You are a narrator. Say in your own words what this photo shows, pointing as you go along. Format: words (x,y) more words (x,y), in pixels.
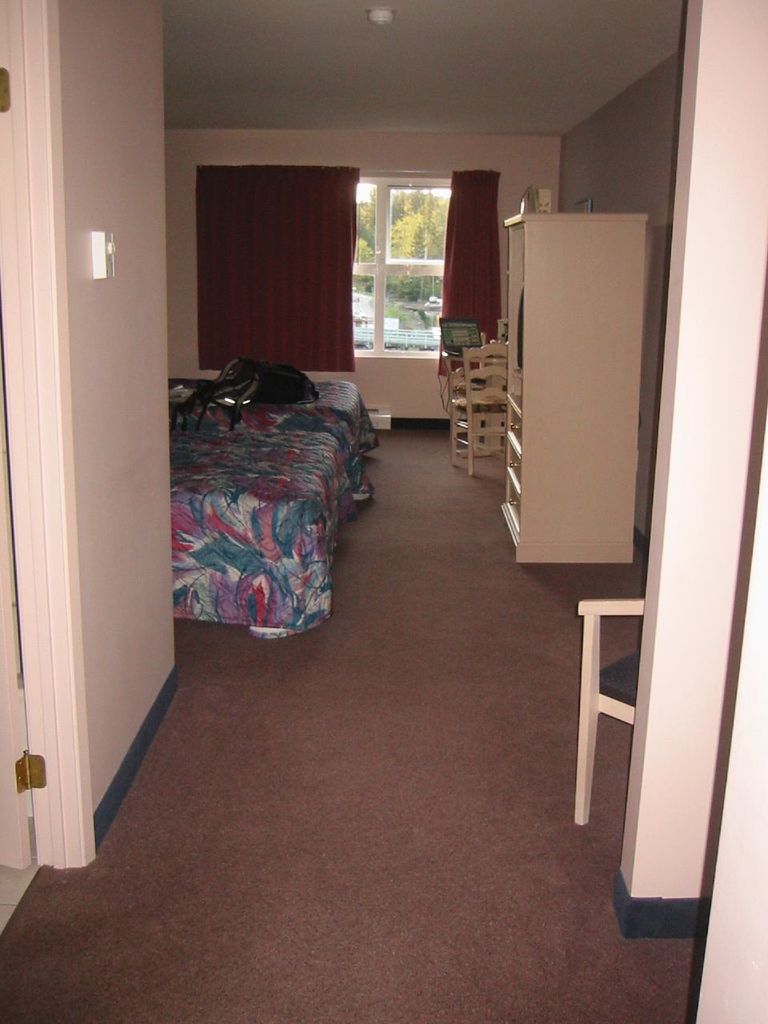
This image is clicked inside view of the room (437,453), in the room (585,495) there is a cot (264,498) on which there is a bed sheet (180,549), door (58,292), cupboard (519,291), chairs (455,450), window (400,328), curtain (268,216), wall (227,163), through window (377,291) I can see trees (413,235), water (397,319), on the cot (250,388) there is an object (250,388).
